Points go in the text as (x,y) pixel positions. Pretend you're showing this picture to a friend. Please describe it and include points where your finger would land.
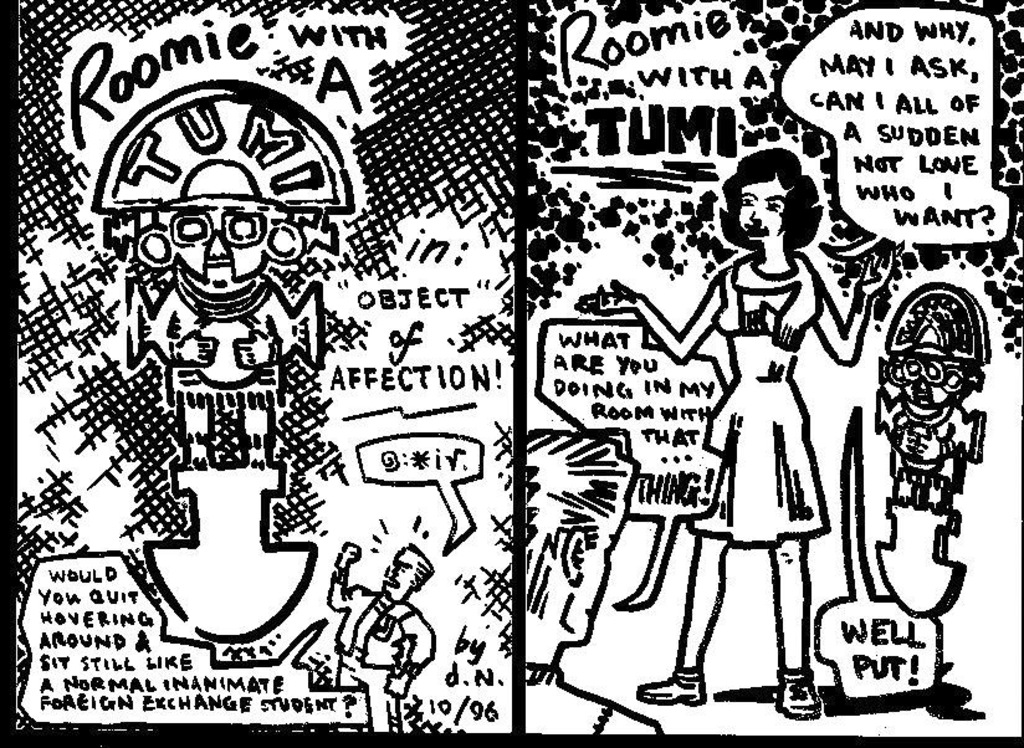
This is a poster. In this image there is a woman (778,497) standing and there might be toys (189,102) and there is text (192,688) and there are two persons (571,532) standing.
